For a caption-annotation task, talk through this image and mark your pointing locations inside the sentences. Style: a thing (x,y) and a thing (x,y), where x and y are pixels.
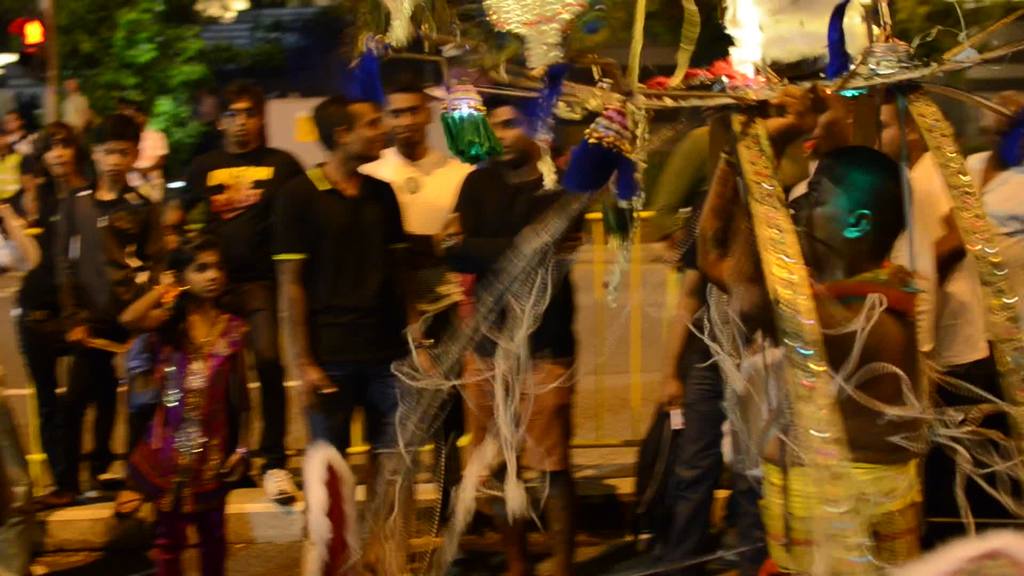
In the center of the image (368,268) we can see a group of people (937,386) are standing. On the right side of the image (778,237) a decor (868,85) is there. On the left side of the image (46,30) we can see a light (30,41), pole (54,96) are present. At the bottom of the image (303,541) floor (283,562) is there.
